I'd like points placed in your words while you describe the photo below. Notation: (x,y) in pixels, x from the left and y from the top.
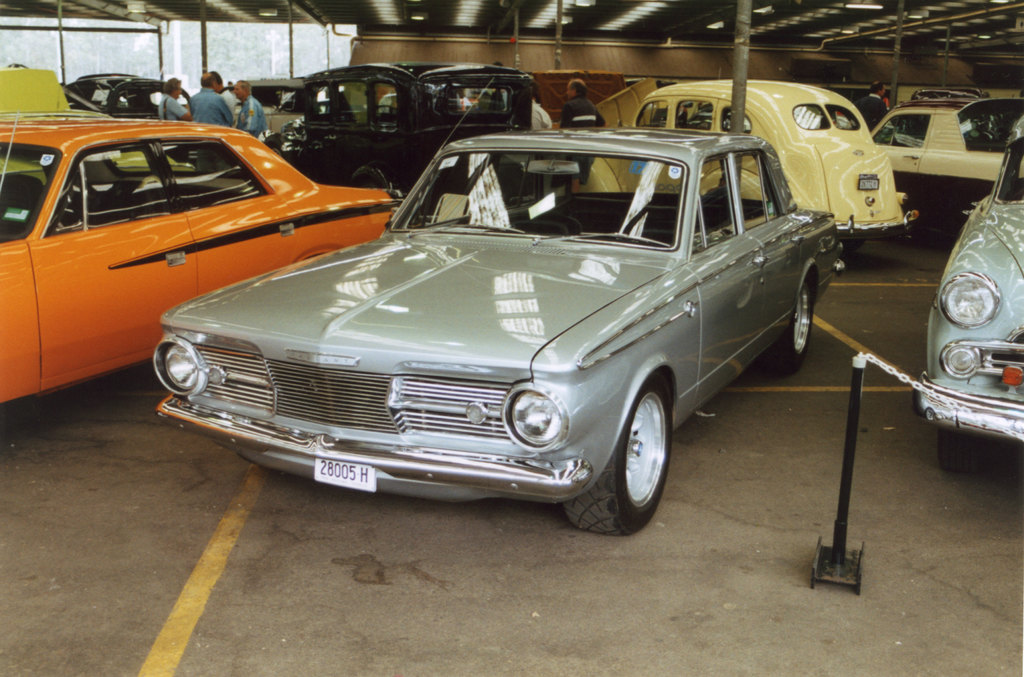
In the picture we can see a car shed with some cars (947,153) are parked on the path (115,563) which are orange, cream, gray and some people (201,93) standing in the background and we can see some poles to the shed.
